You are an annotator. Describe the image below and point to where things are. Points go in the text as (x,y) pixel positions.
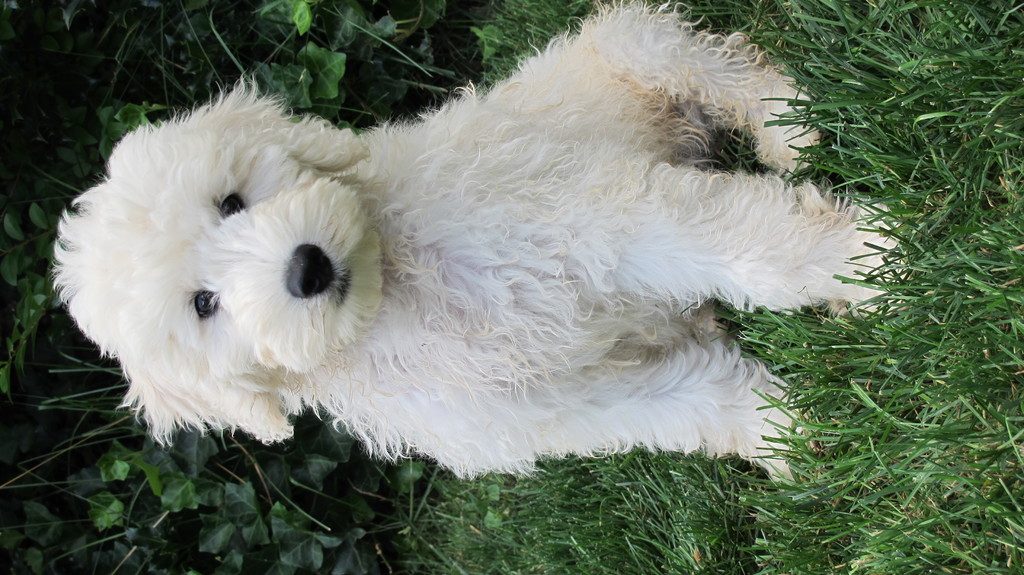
In this image I can see the grass (886,428). I can see a dog (462,303). I can see the plants (45,255).
